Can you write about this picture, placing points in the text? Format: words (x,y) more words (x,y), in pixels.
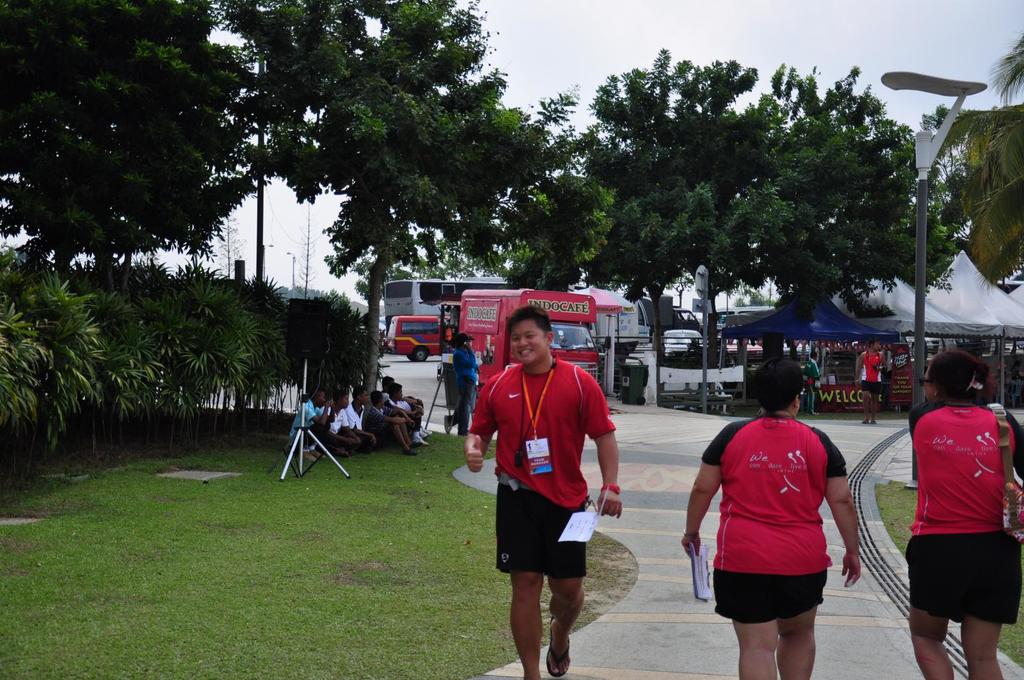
In this image we can see the people (518,481) walking. We can also see a few people (373,441) sitting. We can see a man (544,396) wearing the tag (527,391) and also the paper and walking and also smiling. We can also see the tents (845,334) for shelter. We can see the vehicles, trees (573,233), grass (430,660), sign board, light pole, path (727,664) and also the sky (579,38). We can also see a sound box (320,338) with the stand (325,453).
